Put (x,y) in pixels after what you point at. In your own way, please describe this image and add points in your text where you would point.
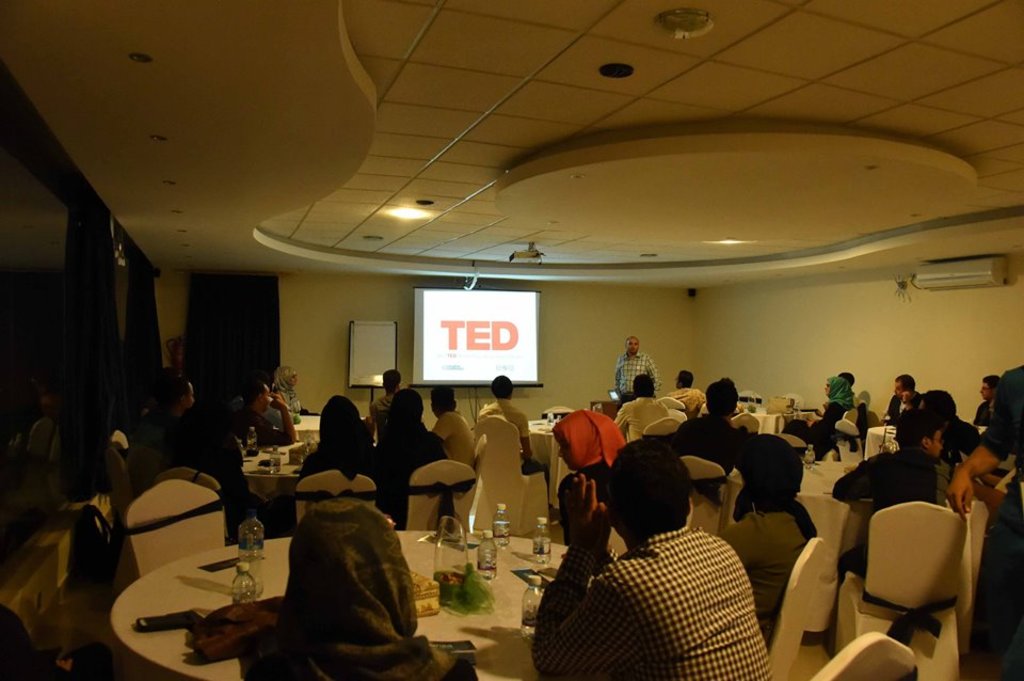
This is the picture of a room (790,346). In this image there are group of people (671,660) sitting on the chairs (928,546) and there are tables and chairs (921,516). There are bottles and objects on the tables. On the right side of the image (1009,532) there is a person (1009,532) standing. At the back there is a man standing and there is a screen (466,334) and there is text (481,336) on the screen (480,358) and there is a board (370,351). At the top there is a light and there are objects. On the right side of the image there is an air conditioner (998,266) on the wall (915,315). On the left side of the image (209,368) it looks like a curtain (84,216).
